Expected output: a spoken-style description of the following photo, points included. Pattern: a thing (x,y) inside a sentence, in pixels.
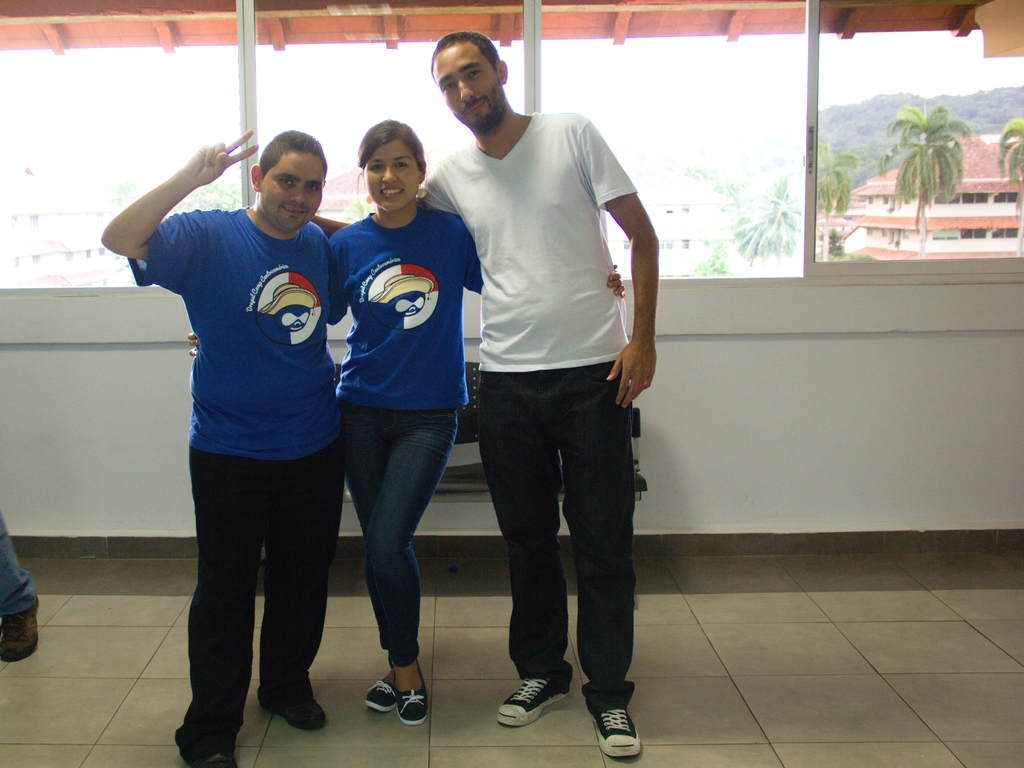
This picture is clicked inside the room (453,660). There are three people (401,203) standing in this picture. Among them, two are men (544,214) and one is woman (396,318) and all the three of them are smiling. Behind them, we see a wall (801,356) which is white in color. We even see windows (329,79) from which we see buildings (890,199) and trees (772,227).
